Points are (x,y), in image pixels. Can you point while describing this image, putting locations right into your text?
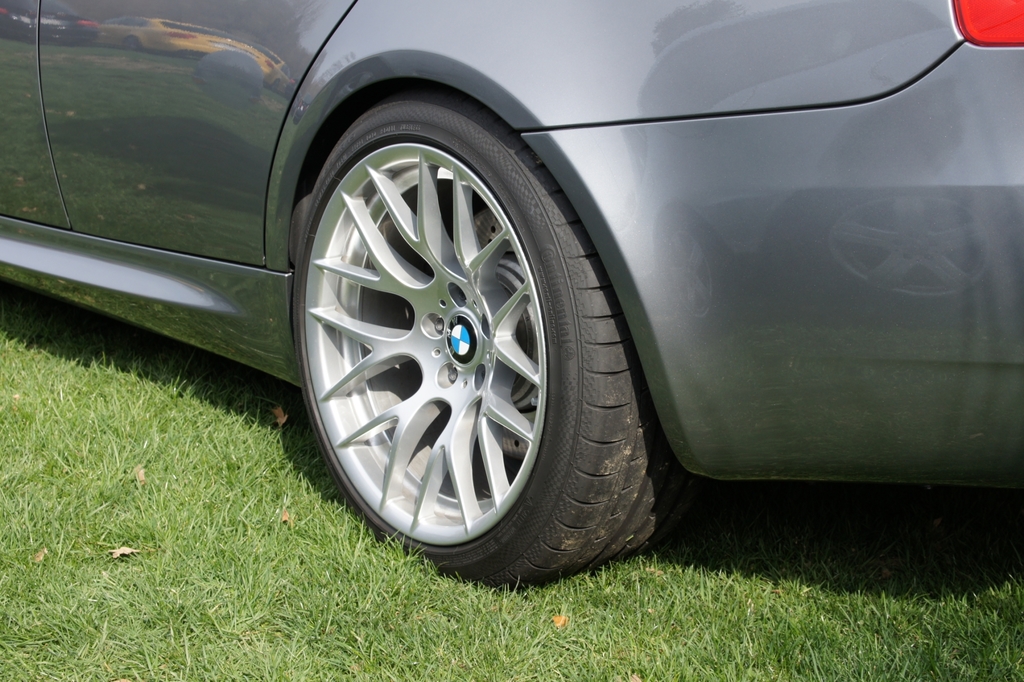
In this image we can see a car (633,68) parked on the ground (304,530).
